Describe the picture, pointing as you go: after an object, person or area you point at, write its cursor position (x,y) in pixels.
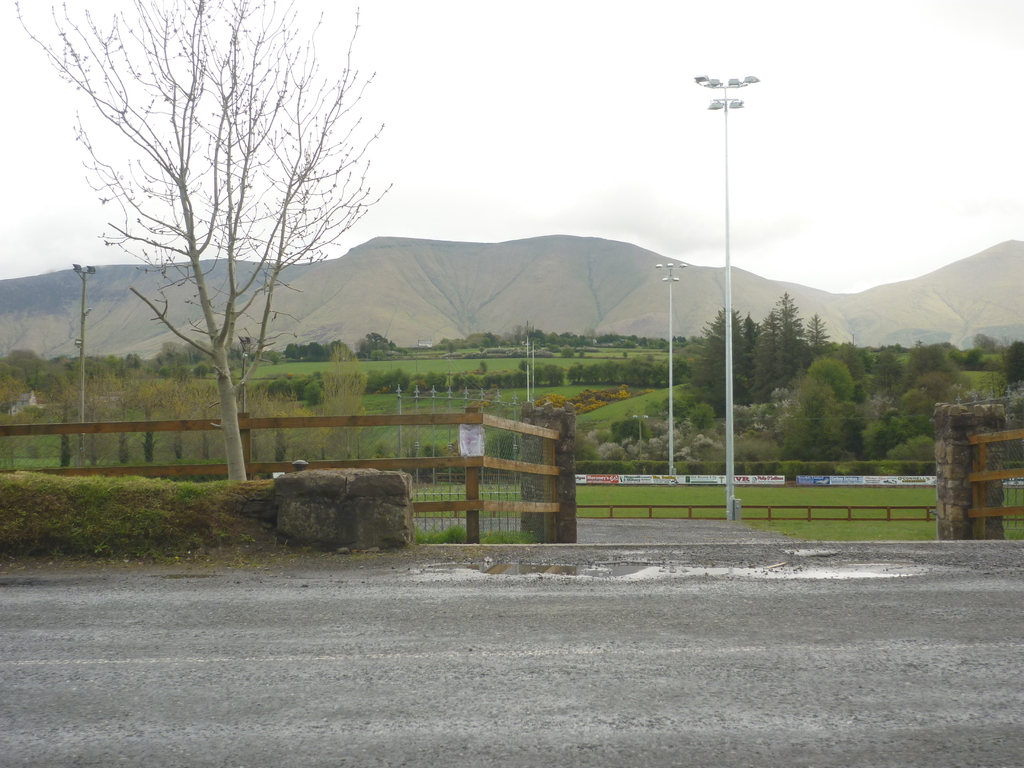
There is a road (480,689) at the bottom of this image (570,691). We can see fence (479,477), trees (274,447), poles (671,355) and mountains (397,322) in the middle of this image (538,334). There is a sky (522,126) at the top of this image (540,131).
